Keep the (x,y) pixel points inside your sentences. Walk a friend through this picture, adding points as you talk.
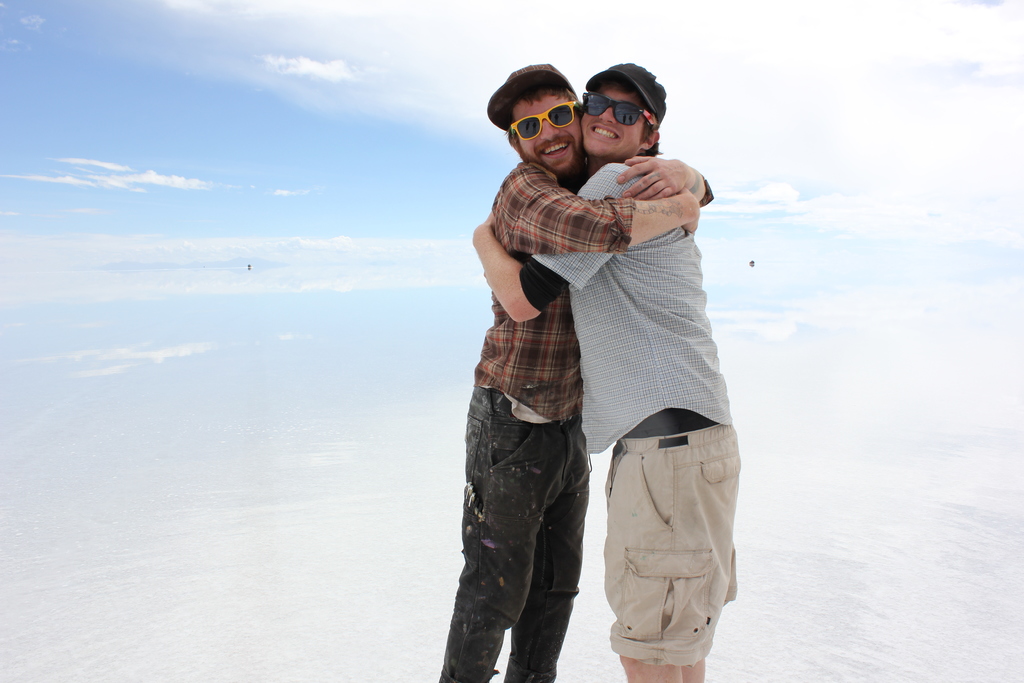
Here in this picture we can see two men (608,276) standing over a place (280,380) and hugging with each other and both of them are smiling and wearing caps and goggles (553,116) on them over there and we can see clouds (177,250) in the sky (197,155) over there.
